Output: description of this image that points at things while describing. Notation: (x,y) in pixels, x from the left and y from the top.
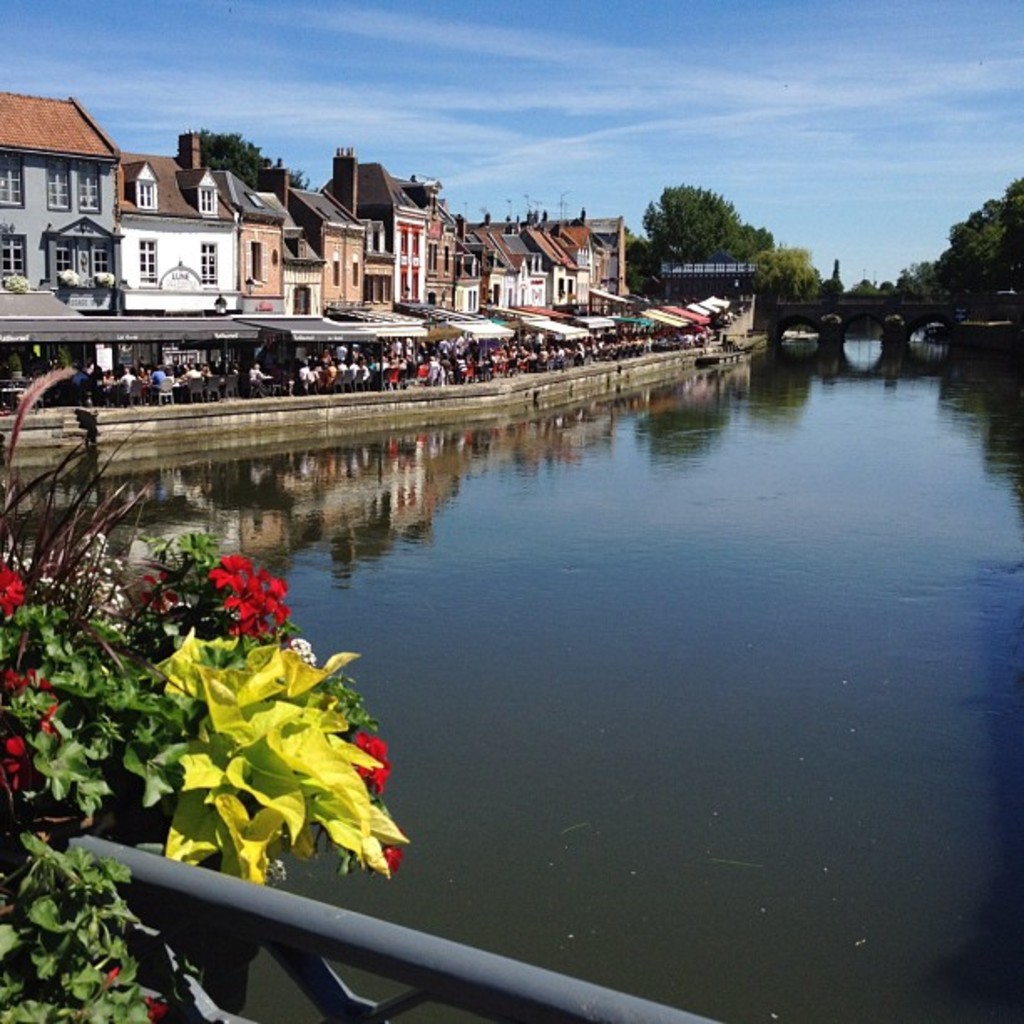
In the image there is water (766,586) on right side (816,568) with buildings (314,297) on left side (278,276) and people (415,374) sitting at cafes (418,368) and above its sky (676,24).
